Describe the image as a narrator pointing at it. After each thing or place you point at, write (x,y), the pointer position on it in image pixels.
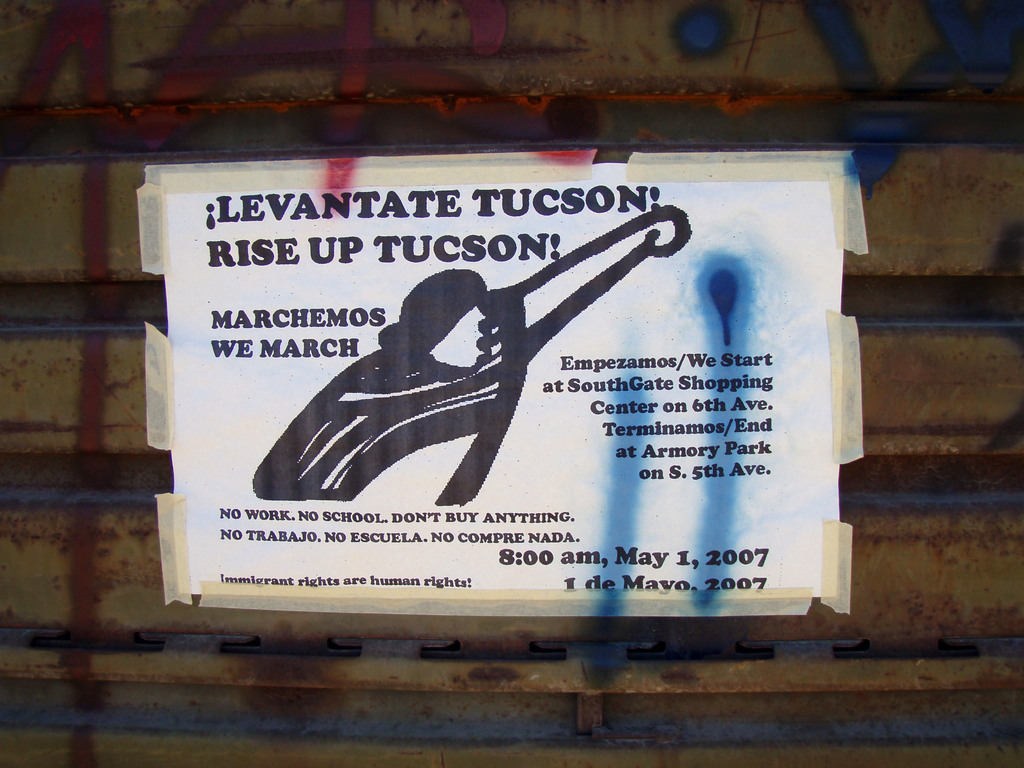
In this picture we can see a poster (184,207) on a surface (584,709) and on this poster (703,241) we can see an object (350,475) and some text (293,322).
